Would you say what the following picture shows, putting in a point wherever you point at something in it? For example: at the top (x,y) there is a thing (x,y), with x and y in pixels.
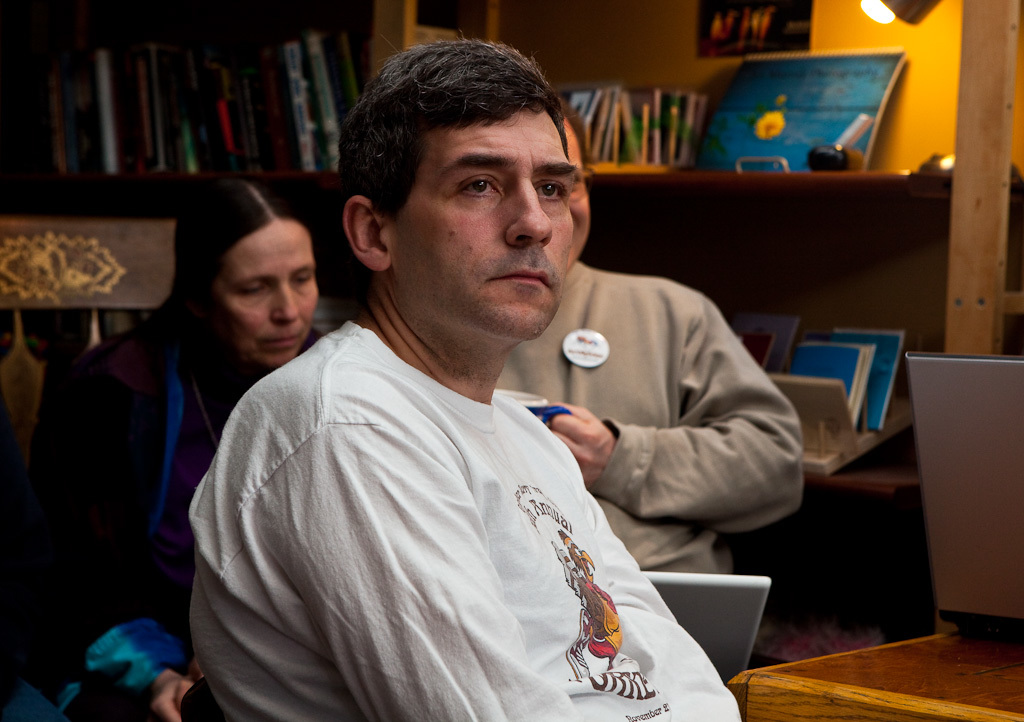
In this image there are three persons (357,486) who are sitting. On the background (53,179) there are some book racks (55,172) are there and some books (157,106) are there in the racks (768,266), and on the top of the right corner (929,12) there is one light (914,3) and in the bottom (975,569) there is one laptop (975,446).
